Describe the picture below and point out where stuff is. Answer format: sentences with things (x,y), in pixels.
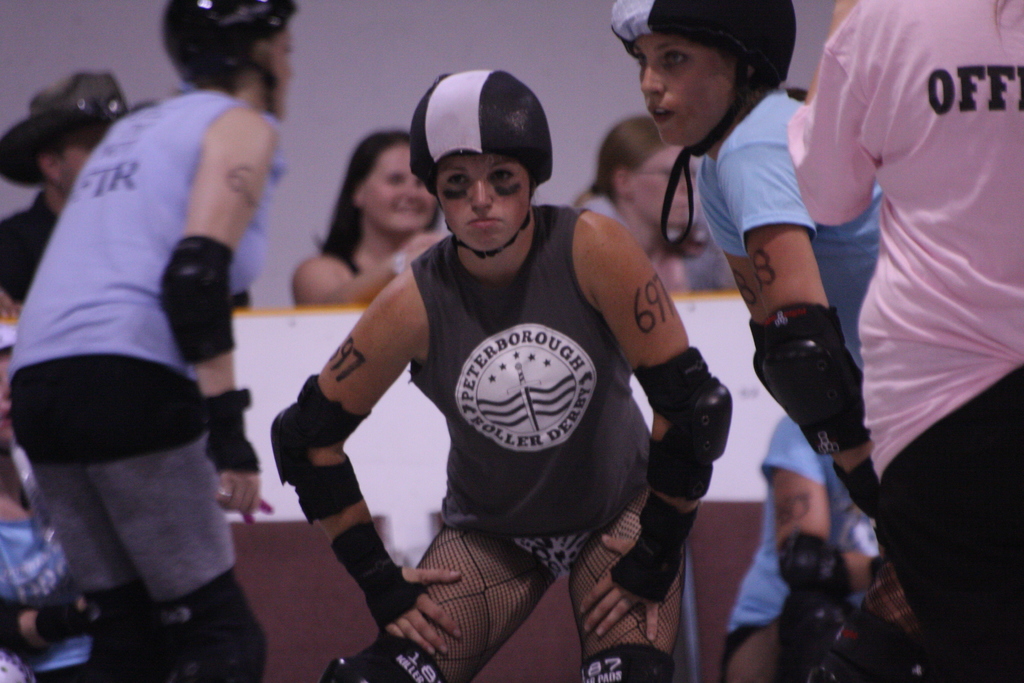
As we can see in the image in the front (253,159) there are group of people (512,433) standing and in the background (325,161) there is a wall (332,104).
